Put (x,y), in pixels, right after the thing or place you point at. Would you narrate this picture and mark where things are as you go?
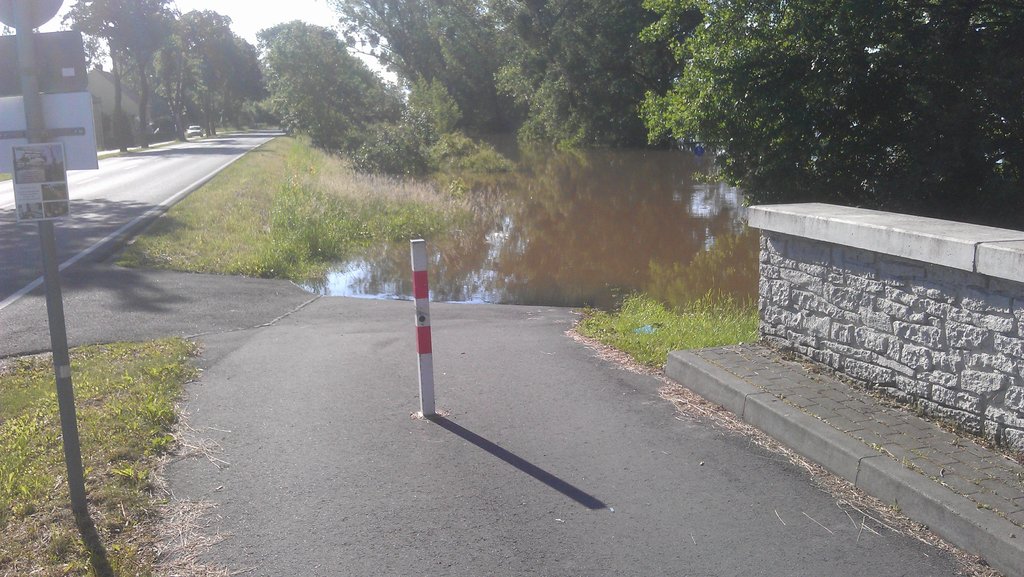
On the left side (52,61) there is a board (47,192), on that board (61,193) there is some text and there is a road (194,153), on that road (193,147) there is a car (198,131) and there is a path (284,535), on the right side (869,376) there is a small wall (915,242), in the background (589,241) there is a canal (610,166) and there are trees (253,75).
